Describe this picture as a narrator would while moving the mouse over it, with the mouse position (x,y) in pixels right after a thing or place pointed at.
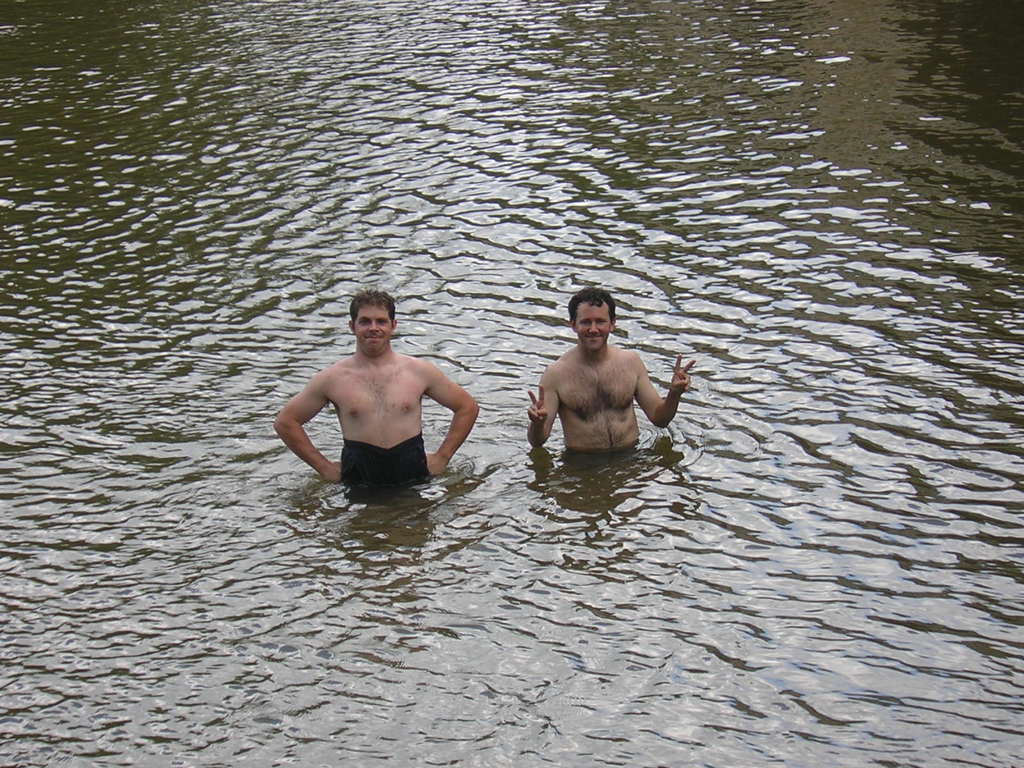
In this image we can see these people (607,348) are in the water (266,624).
